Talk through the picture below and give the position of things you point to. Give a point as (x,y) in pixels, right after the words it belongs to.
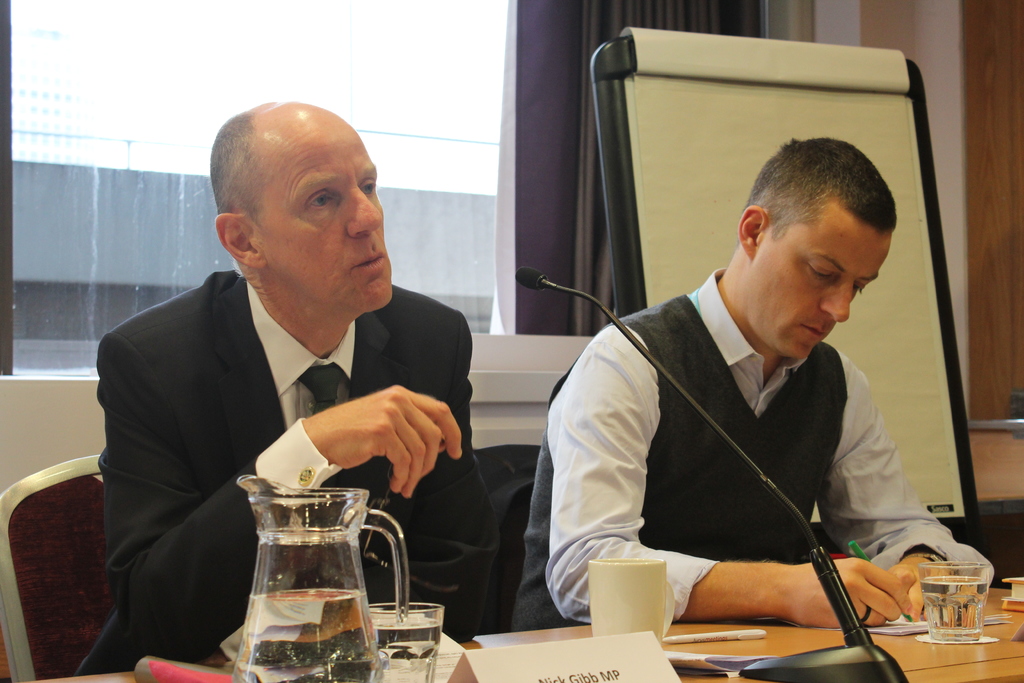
The two persons (416,380) are sitting on a chair (499,520). There is a table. There is a glass (412,614), jar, book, microphone (607,314) on a table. We can see in a background (581,280) window (431,171), curtain (571,91) and board (670,216).
